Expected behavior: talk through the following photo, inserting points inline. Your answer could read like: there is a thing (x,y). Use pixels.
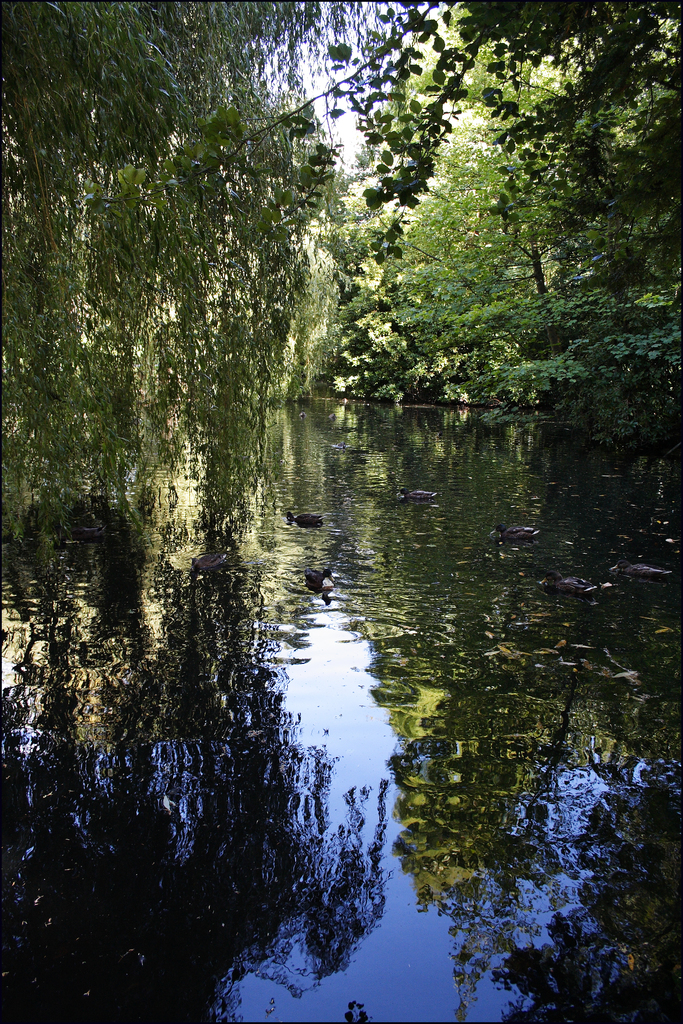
In this image there is a canal (407,450) in that there are ducks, in the background (195,230) there are trees (327,185).
